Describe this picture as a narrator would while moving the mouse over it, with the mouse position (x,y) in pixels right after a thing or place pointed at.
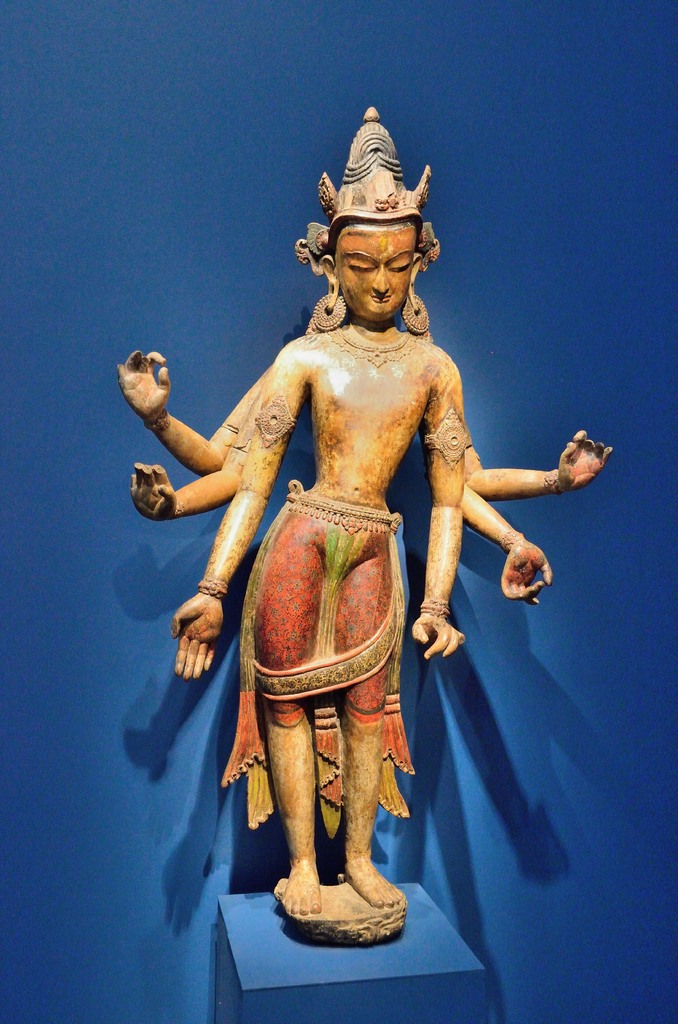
In this image there is a sculpture (334,555) which is on the stool (304,975) which is blue in colour.
